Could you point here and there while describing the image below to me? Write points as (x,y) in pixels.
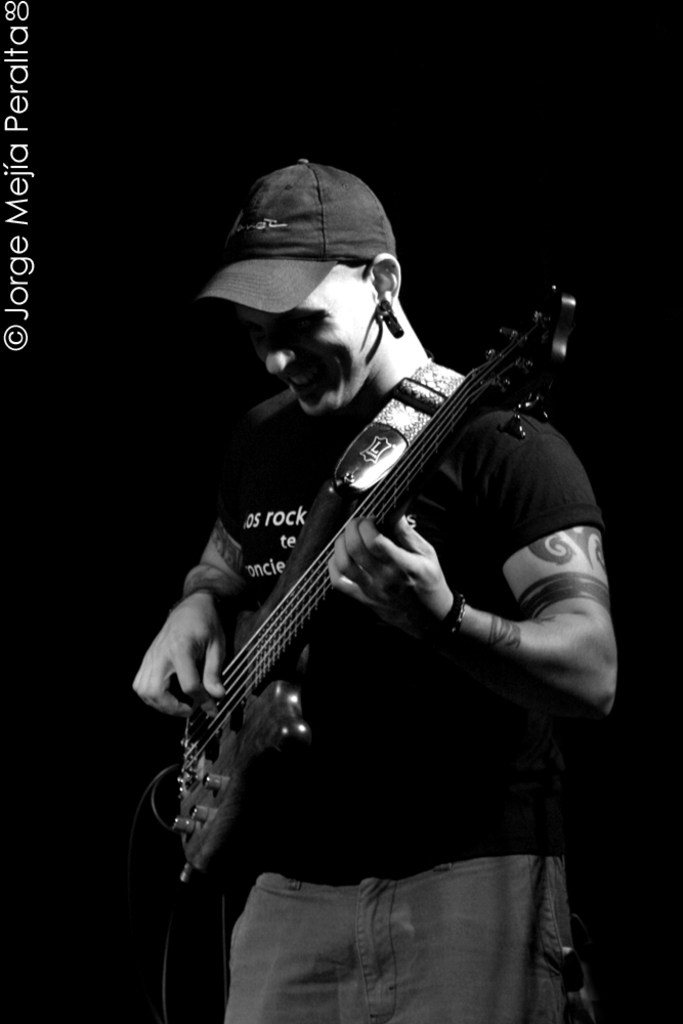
In this image there is a man (342,211) standing and playing a guitar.
